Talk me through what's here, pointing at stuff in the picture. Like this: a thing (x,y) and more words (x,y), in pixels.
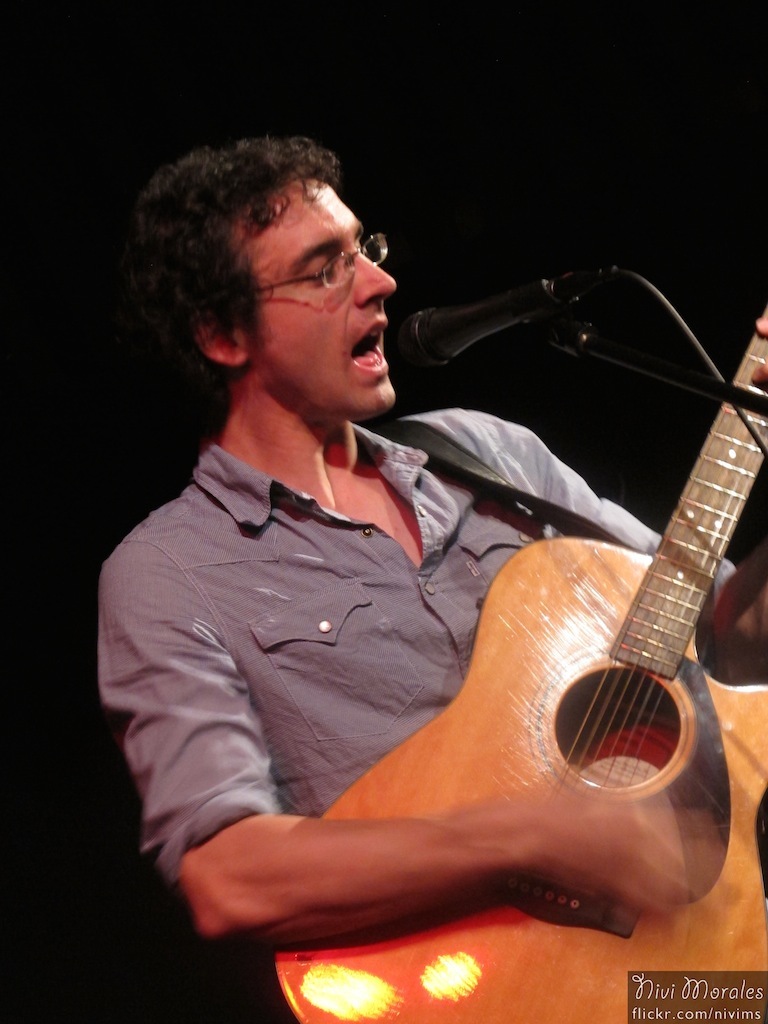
In this picture there is a man (302,450) who is wearing spectacles (344,263), he is singing a song there is a mike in front of him he is holding a guitar (461,725), he is wearing blue shirt (133,714).
